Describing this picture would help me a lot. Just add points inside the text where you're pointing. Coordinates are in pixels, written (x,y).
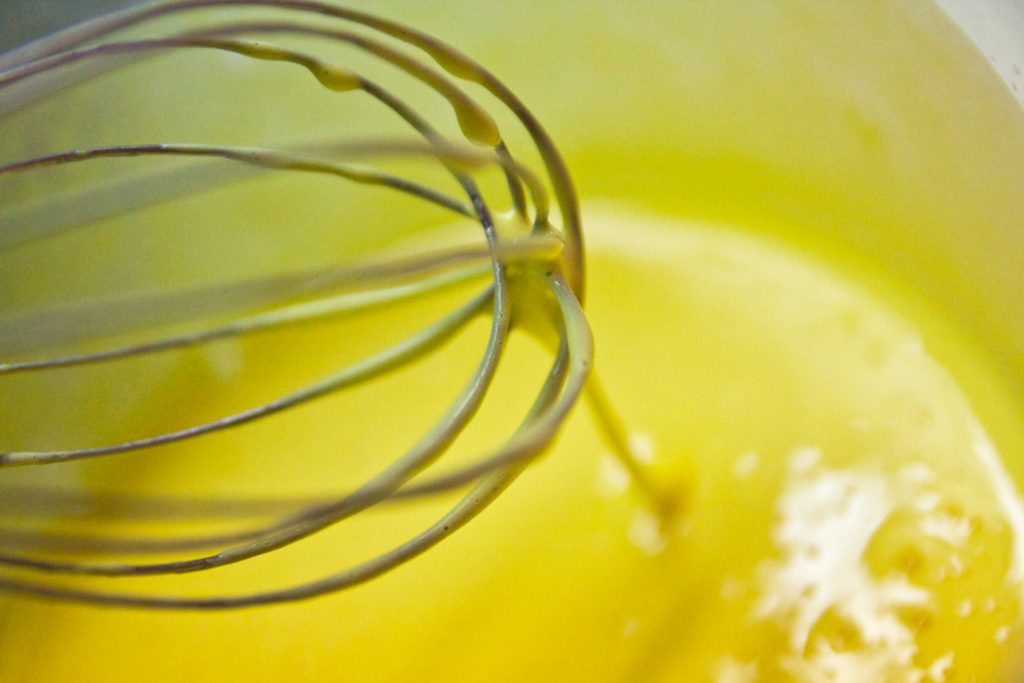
In the image we can see a container (887,135) and in the container (795,123) we can see the liquid (851,339), yellow in color and here we can see the metal object (394,466).
